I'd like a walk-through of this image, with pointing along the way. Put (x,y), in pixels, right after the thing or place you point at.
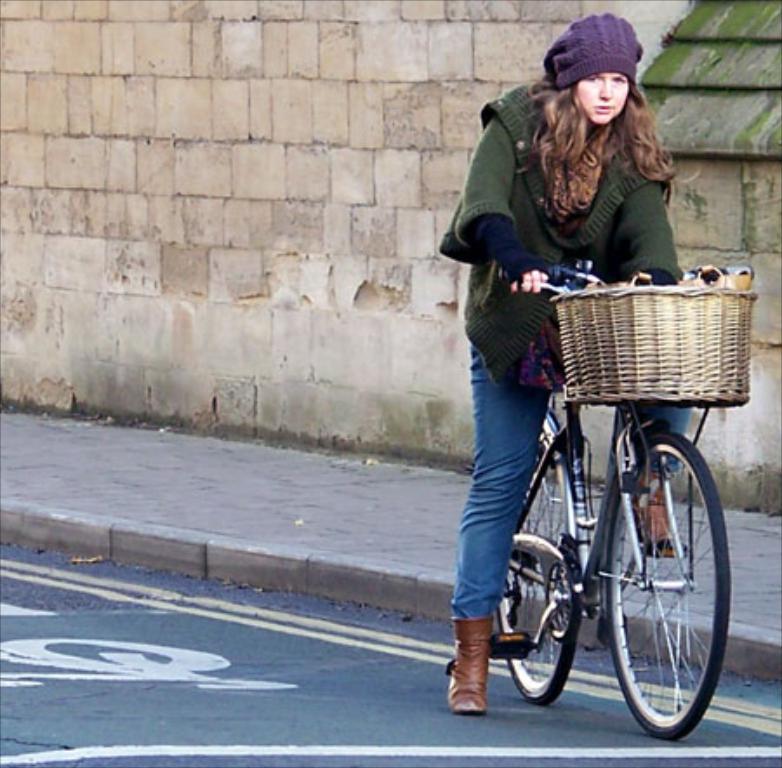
A woman (557,115) is sitting on a bicycle (520,531). In-front of this bicycle (674,583) there is a basket (647,373). This woman (531,224) wore green jacket (531,224) and purple cap (620,64).
